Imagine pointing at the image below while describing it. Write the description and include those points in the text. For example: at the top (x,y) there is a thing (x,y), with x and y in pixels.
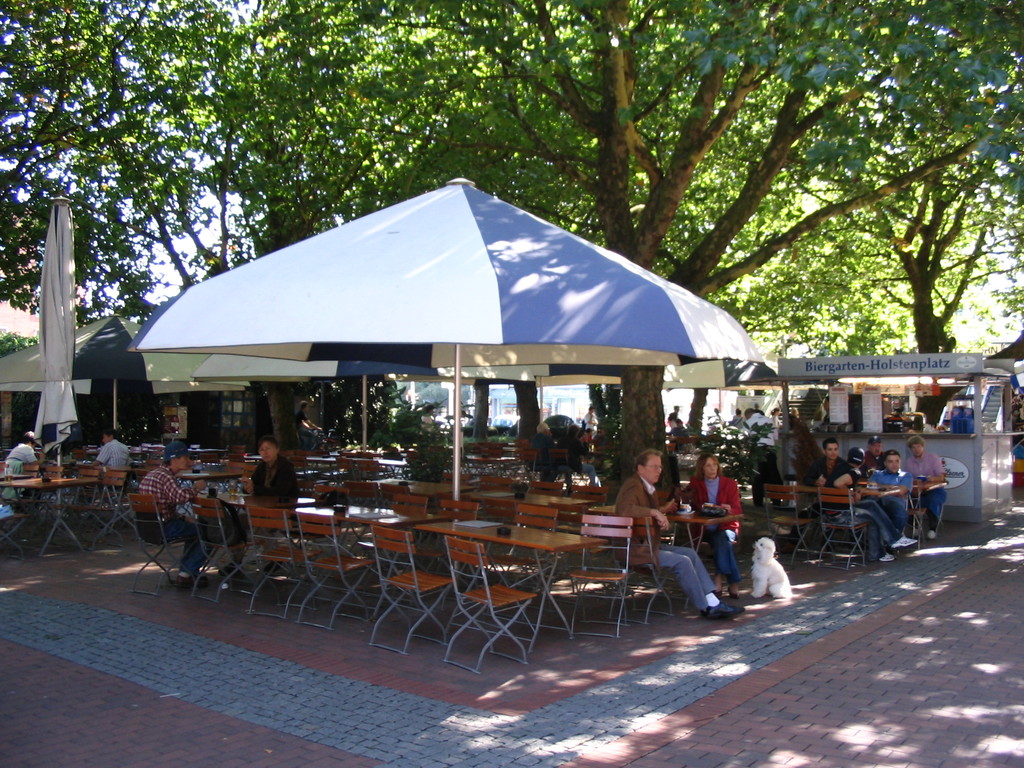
As we can see in the image there are trees (407,113), umbrella (459,214), tables (524,537) and chairs (431,608) and there are few people (273,479) here and there.
